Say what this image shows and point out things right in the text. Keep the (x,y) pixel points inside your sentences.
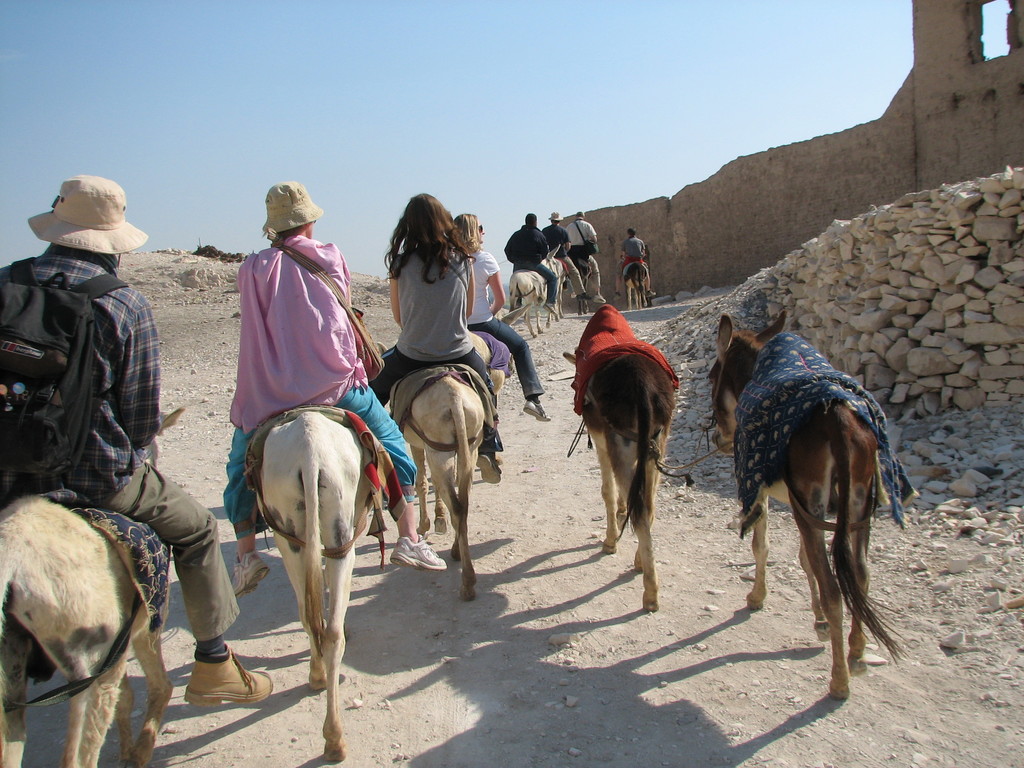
This is an outside view. Here I can see few donkeys (460,399) are walking on the ground (532,541). On the donkey's (359,503) few people (539,273) are sitting. On the right side (951,336), I can see few rocks (837,277) and a wall (762,199). At the top of the image (324,60) I can see the sky (284,64).
